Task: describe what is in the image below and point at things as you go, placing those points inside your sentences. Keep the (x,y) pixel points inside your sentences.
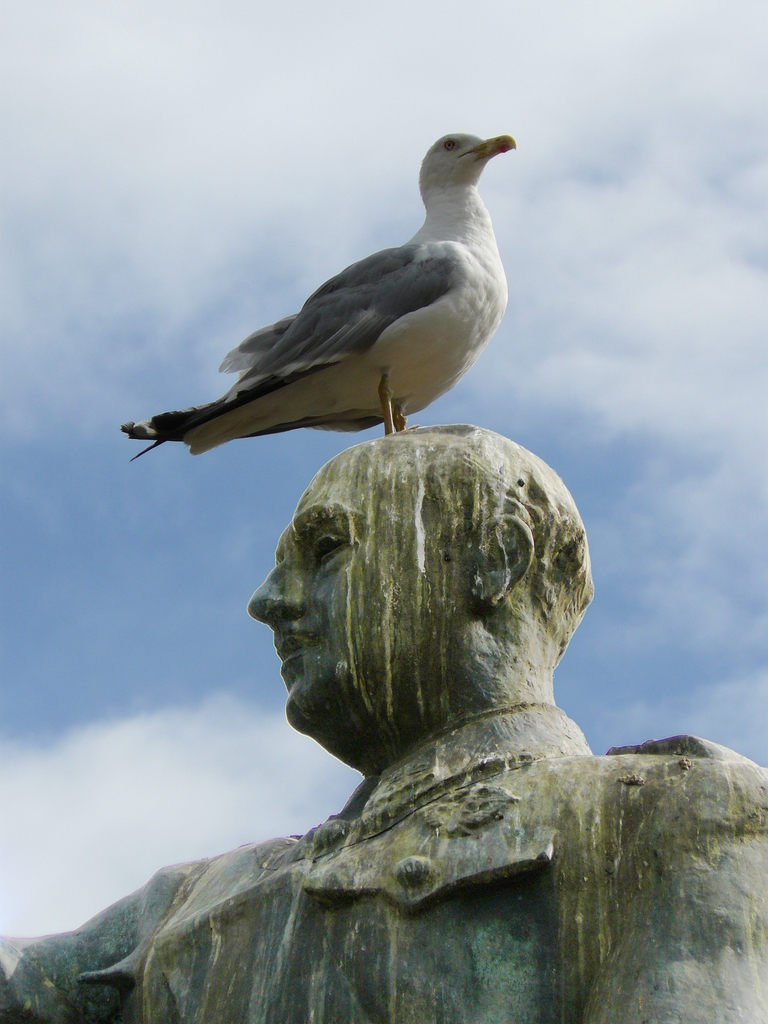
In the foreground of the image (612,916) we can see a statue (637,876). In the middle of the image (381,356) we can see a bird (404,415). On the top of the image (428,138) we can see the sky (259,167).
